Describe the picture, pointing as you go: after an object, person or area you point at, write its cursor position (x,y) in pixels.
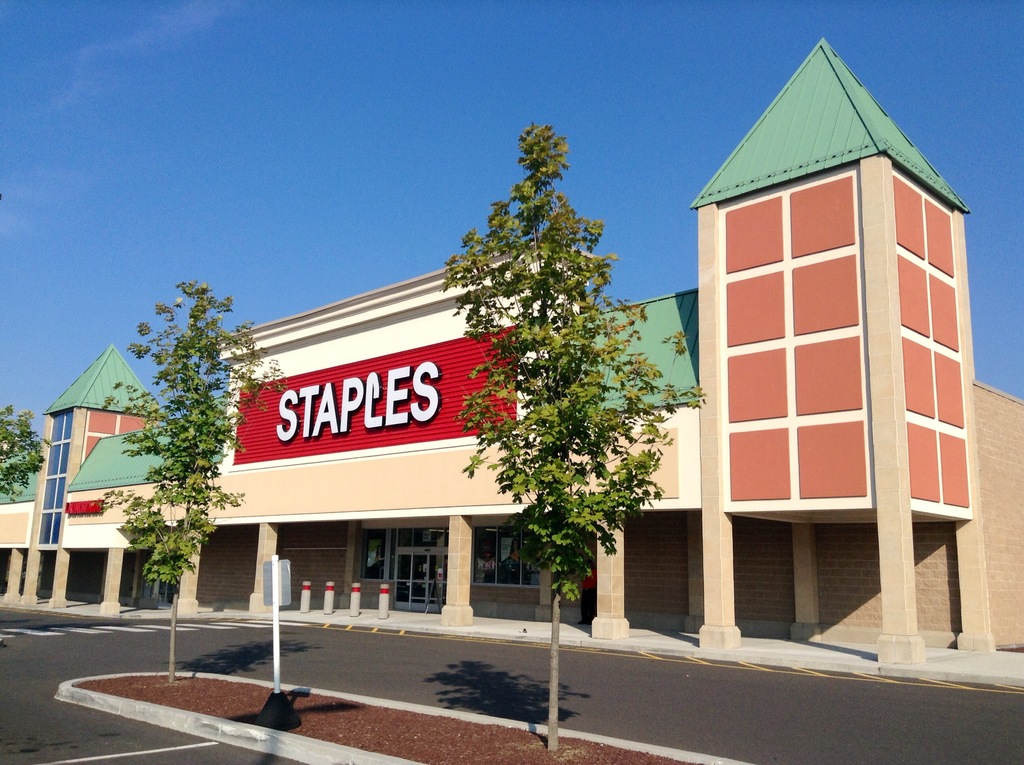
This picture is clicked outside the city. In front of the picture, we see the trees (490,440) and a pole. At the bottom (104,727), we see the road (142,729) and the soil (294,732). In the background (473,492), we see a building (687,455) with a green color roof (778,131). In the middle of the picture (369,380), we see a red board (383,415) with "STAPLES" written on it. At the top (448,172), we see the sky (448,172), which is blue in color.
